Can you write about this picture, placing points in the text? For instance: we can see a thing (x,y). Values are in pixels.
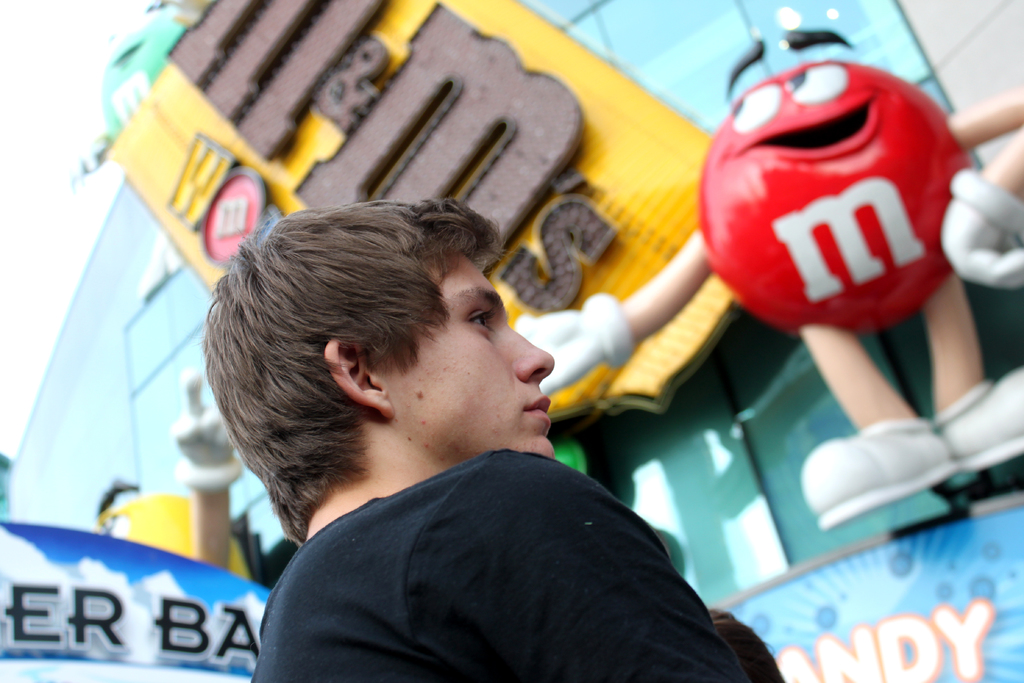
In this image I can see a person (488,559) wearing black dress (519,541). Back I can see a colorful board (680,122) and red color toy (863,194).
